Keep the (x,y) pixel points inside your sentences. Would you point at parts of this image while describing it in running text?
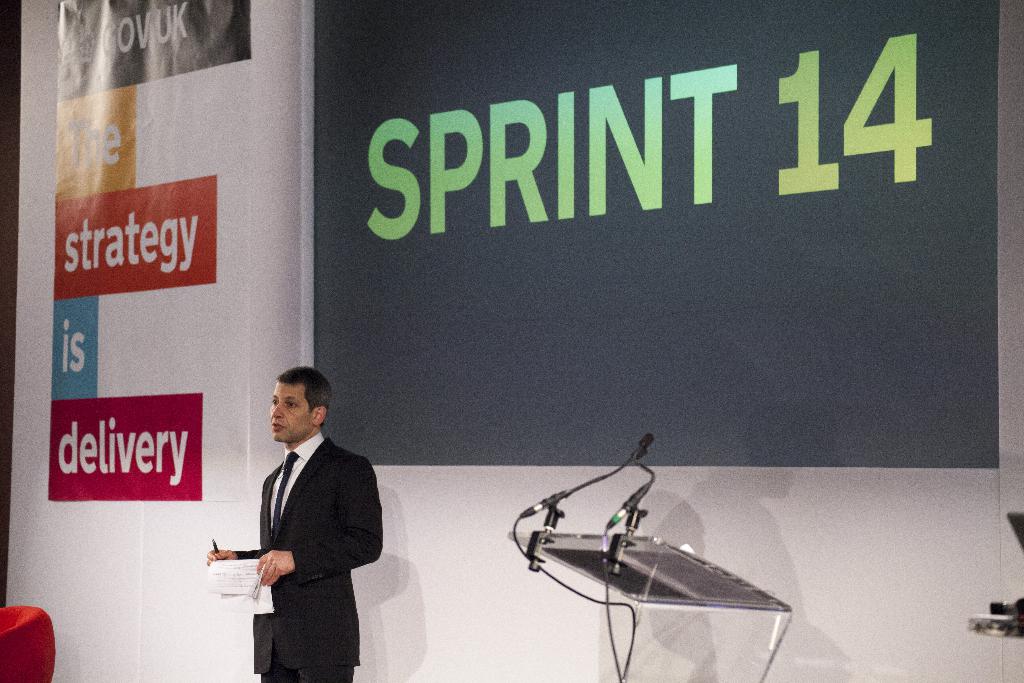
In this image there is a man (290,558) in the middle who is holding the papers (228,570) and a pen (215,540). Beside him there is a podium (611,557) on which there are mics (582,488). In the background (473,214) there is a screen (494,166). Beside the screen (463,197) there is a banner (157,263).
